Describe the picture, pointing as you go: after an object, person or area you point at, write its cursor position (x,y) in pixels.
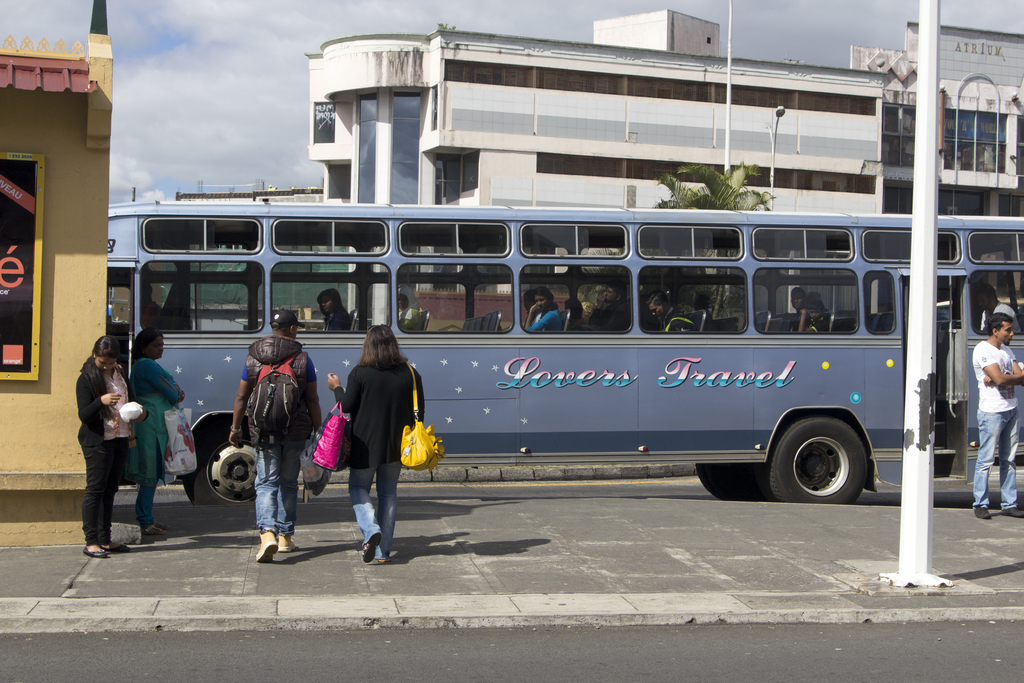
In this image, there are a few people (371,432). Among them, we can see some people (595,324) in a vehicle (722,296). We can see the ground (839,544). There are a few buildings (949,91) and poles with lights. We can also see a board (33,359) with some text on one of the buildings (66,482) on the left (61,480). We can see a tree (744,191) and the sky (245,152) with clouds (199,17).
